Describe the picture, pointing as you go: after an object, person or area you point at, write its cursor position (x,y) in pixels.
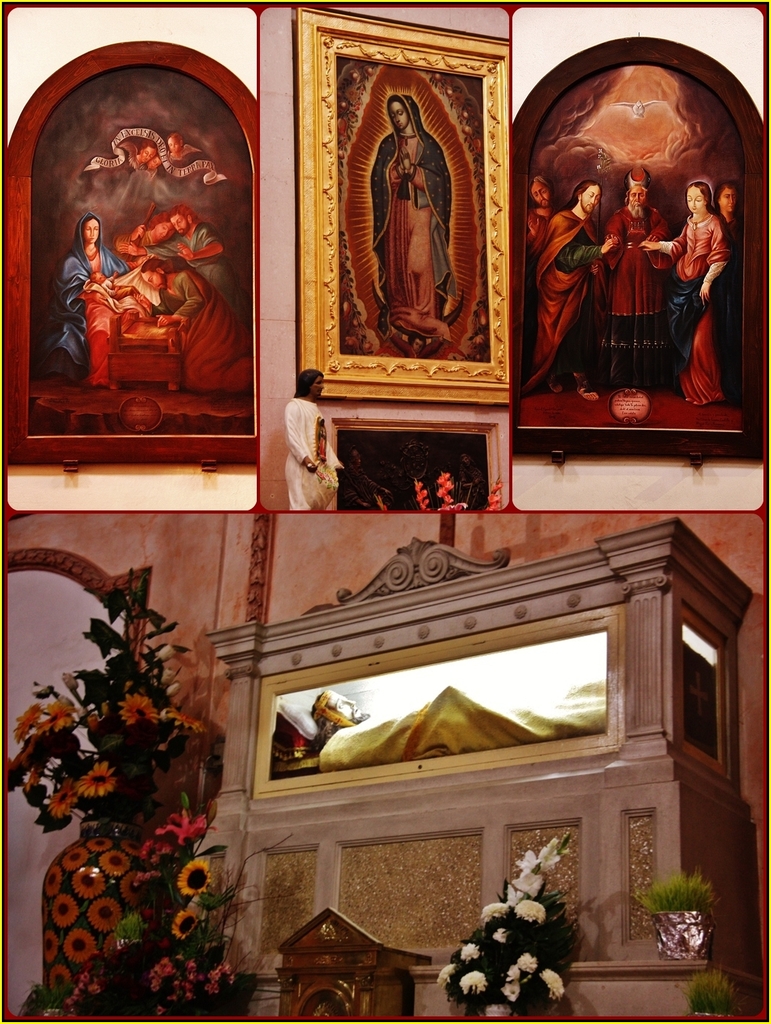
It is a collage picture. In the center of the image (380,541) there is a wall (377,530), glass case (344,688), vase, one wooden object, flower bouquets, frames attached to the wall (380,542), one statue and a few other objects (371,608).
